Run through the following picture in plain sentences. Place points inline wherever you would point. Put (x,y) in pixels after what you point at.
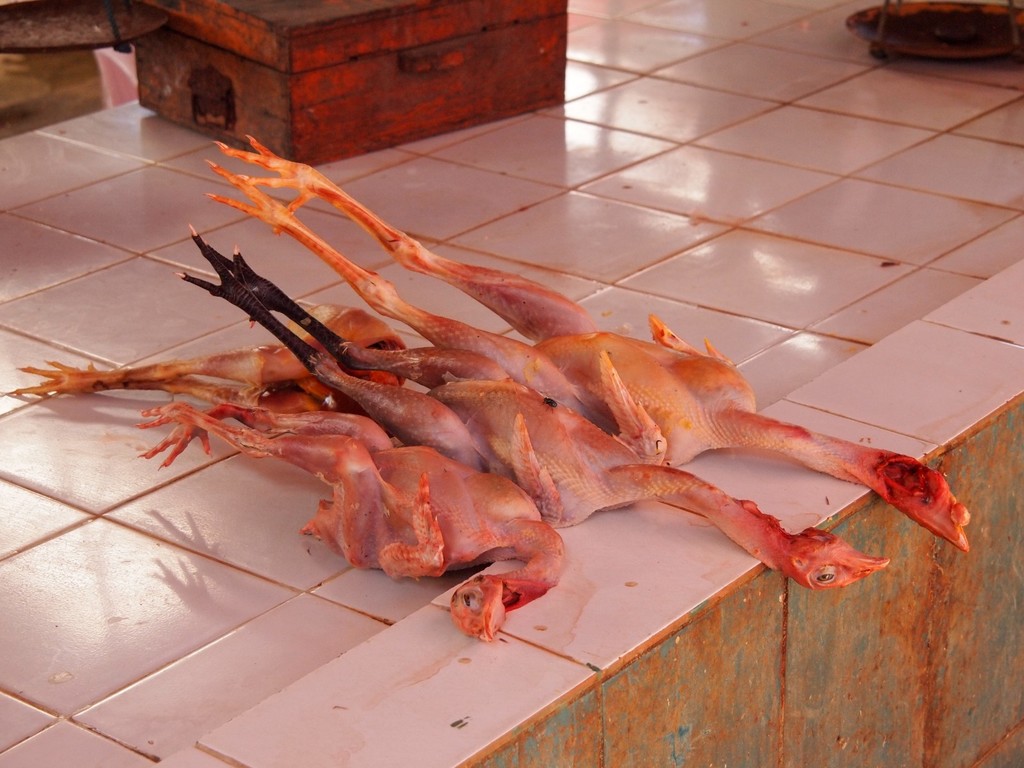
In the center of the image (558,260) there is a platform (350,650). On the platform (353,635), we can see dressed chicken (170,441) and a few other objects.
